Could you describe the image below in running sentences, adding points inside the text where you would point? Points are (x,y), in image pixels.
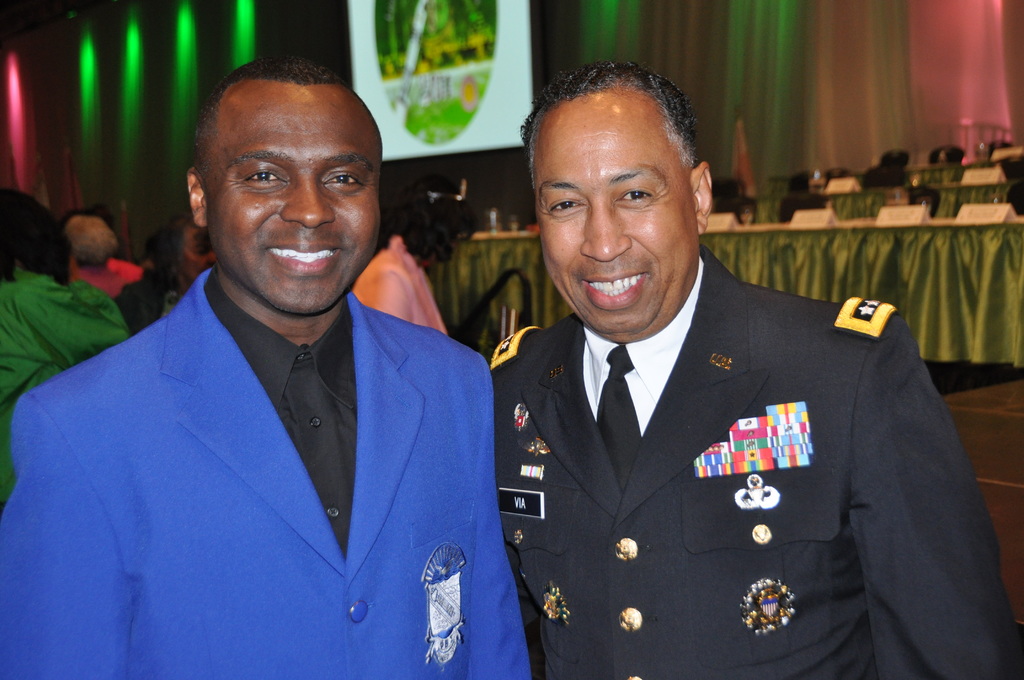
This image is taken indoors. In the background (535,88) there is a wall (160,55) with a picture frame (399,103) and lights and there are a few tables (901,243) with tablecloths (962,250), name boards (896,219) and a few things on them and there are a few people (180,265). In the middle of the image (397,451) there are two men (406,469) with smiling faces (612,254).
